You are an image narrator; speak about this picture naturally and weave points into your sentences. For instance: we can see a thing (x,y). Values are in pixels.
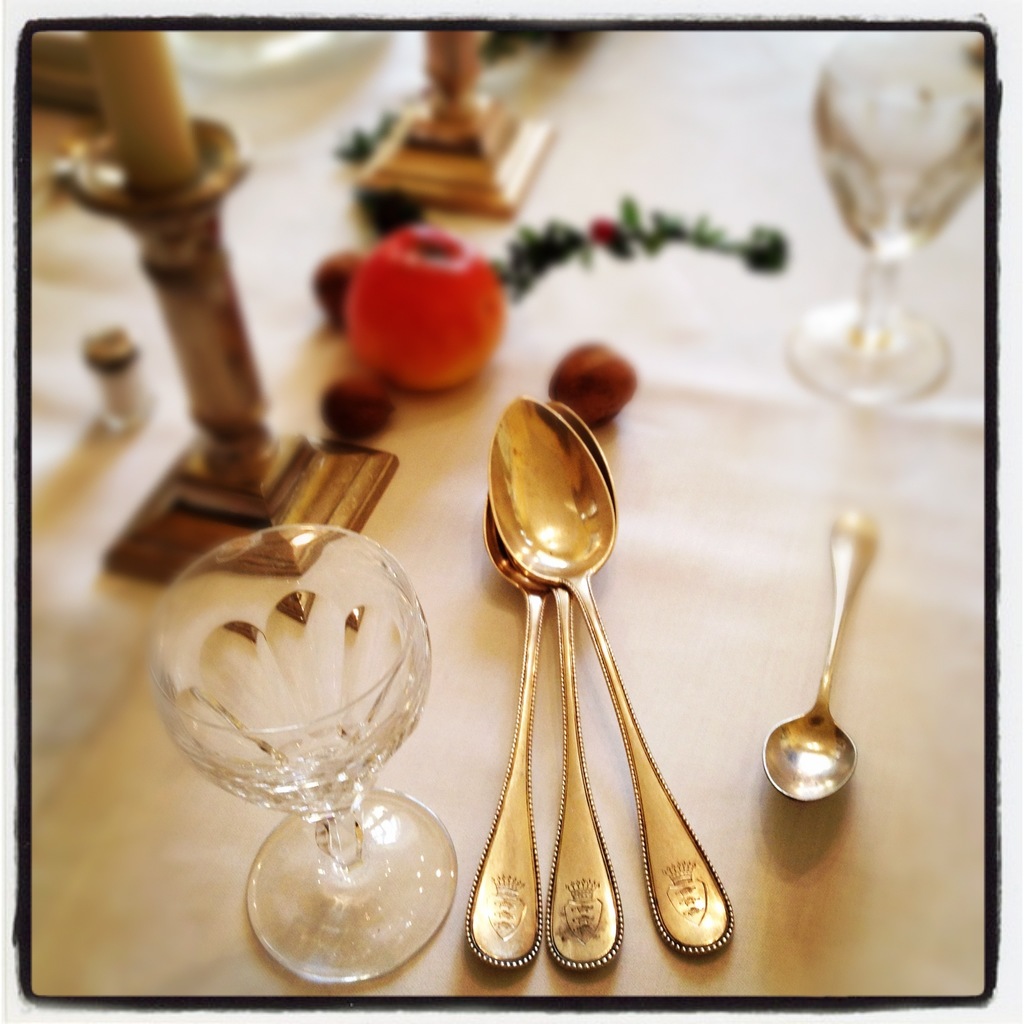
In this picture, we see the glasses (815,334), spoons (808,753), fruit (474,312) and some other objects (214,296) are placed on the table (808,583). This table (807,542) is covered with the white color cloth (825,914). This picture might be a photo frame (881,999).
